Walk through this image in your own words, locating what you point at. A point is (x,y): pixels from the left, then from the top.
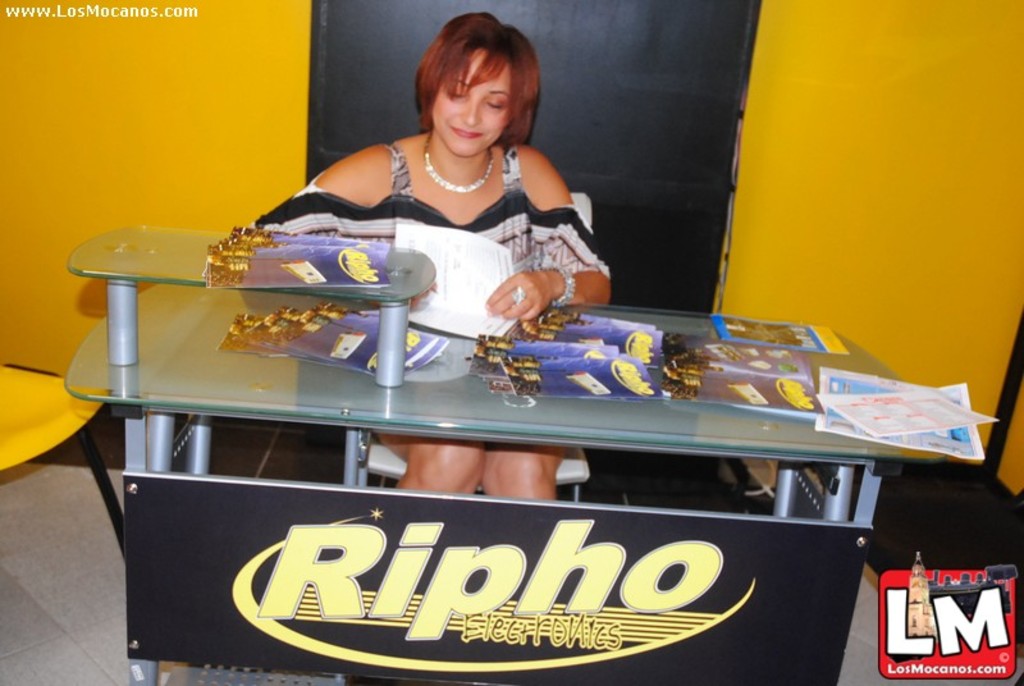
In this image, we can see a person (428,144) sitting in front of the table (569,418) and holding a paper (468,309). This table (780,419) contains some papers (821,430). In the background (756,288), we can see a wall (155,117). There is a logo (944,621) in the bottom right of the image (946,641).
